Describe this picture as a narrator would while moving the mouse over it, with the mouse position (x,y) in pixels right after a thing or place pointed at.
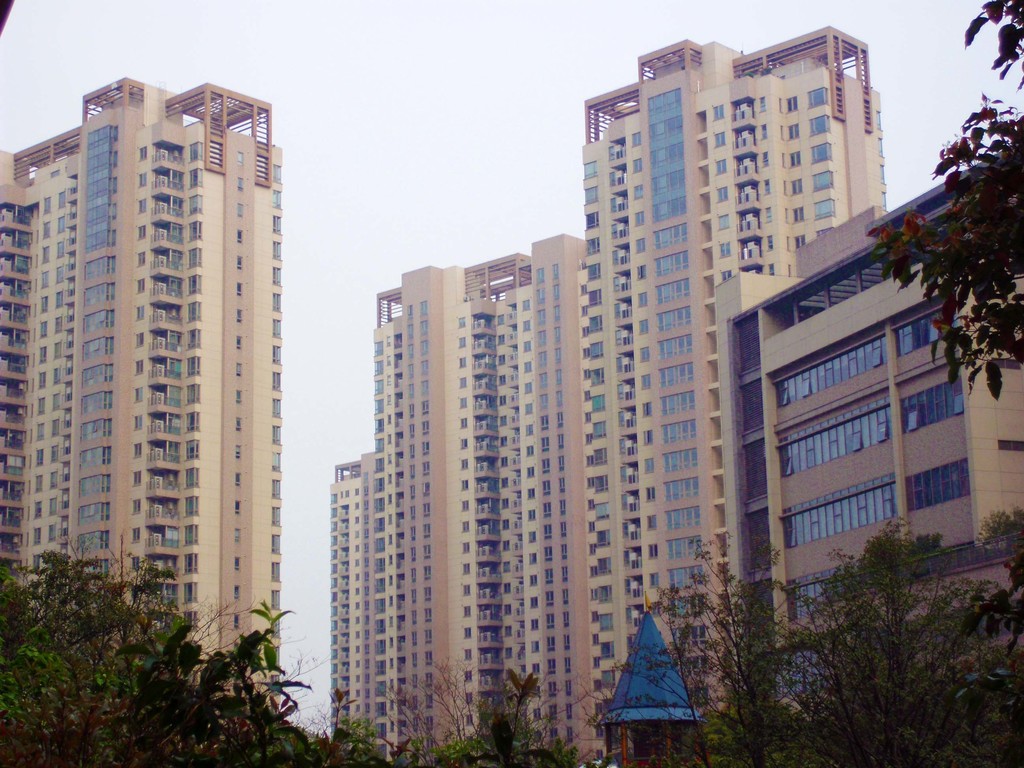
In this image we can see buildings (400,446) and trees (454,692). In the background (353,226) there is sky (498,122).
